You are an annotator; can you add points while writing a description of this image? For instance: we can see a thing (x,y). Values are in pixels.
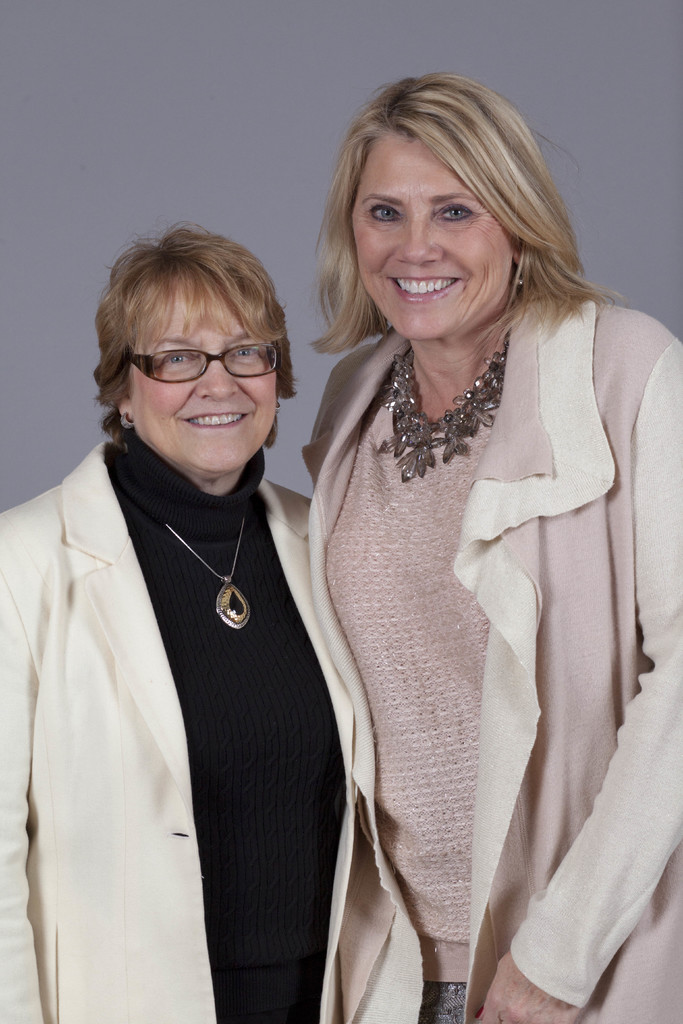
In this image there are two ladies (356,679) standing wearing coats (120,758) and chains (230,589), one woman (149,491) is wearing glasses (255,363), in the background (155,54) there is a wall (394,13).
